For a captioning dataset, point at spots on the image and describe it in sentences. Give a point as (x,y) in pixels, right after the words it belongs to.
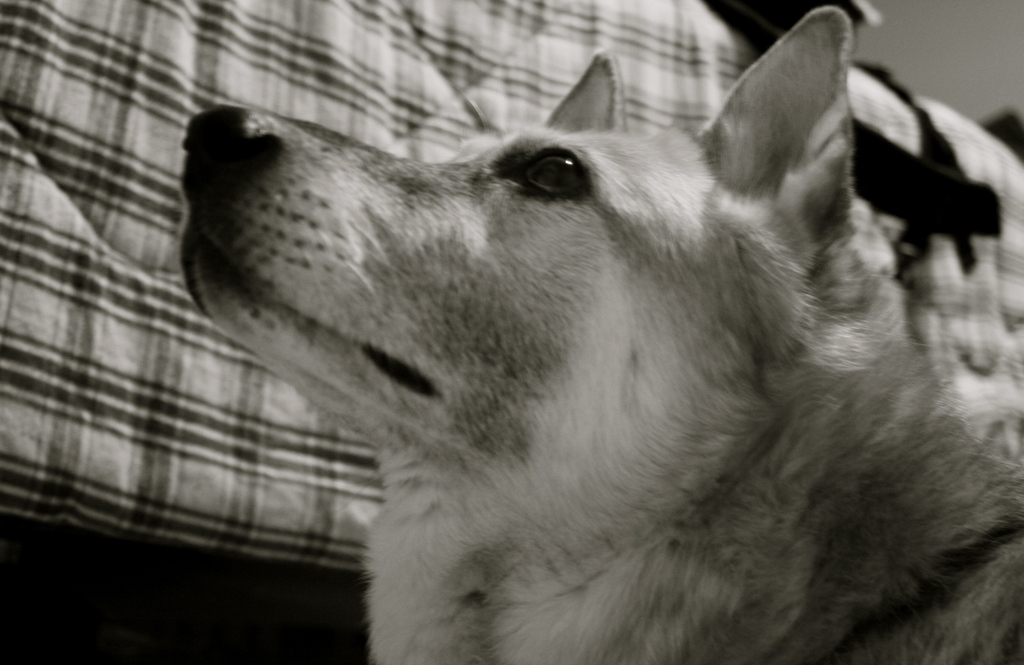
This is black and white image, in this image there is a dog (554,424), in the background (78,7) there is a cloth (78,7).
